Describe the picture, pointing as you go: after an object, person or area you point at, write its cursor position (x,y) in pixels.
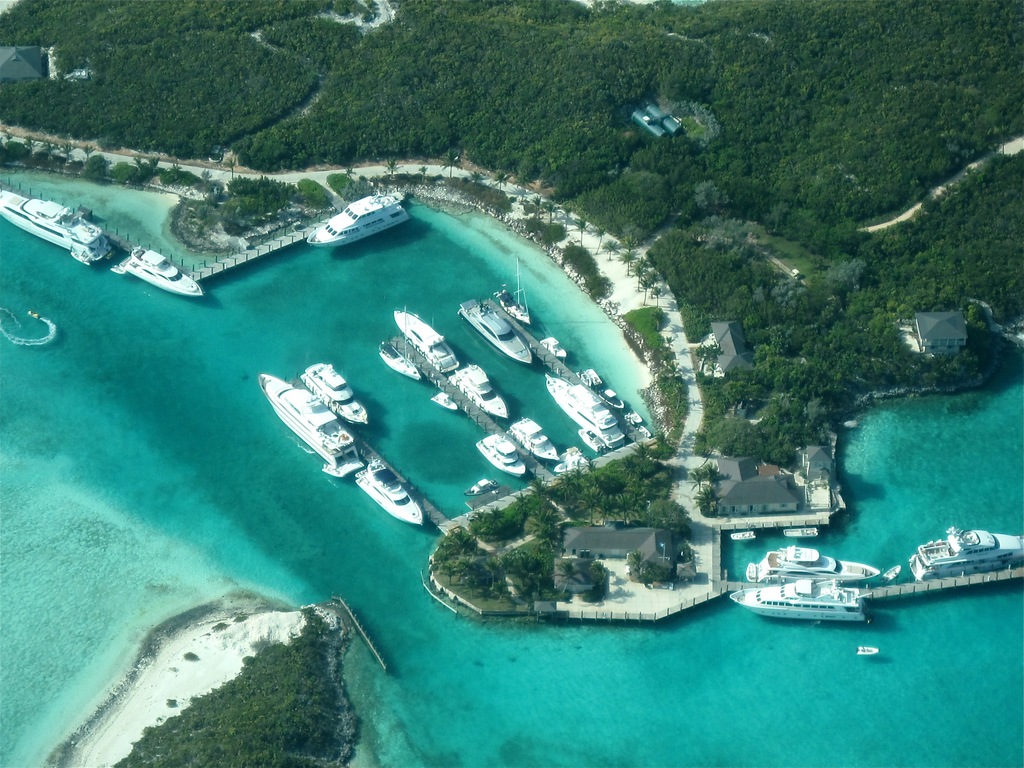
In this image I can see water (253,405). There are ships (478,490), buildings (736,348) and trees (703,355).
